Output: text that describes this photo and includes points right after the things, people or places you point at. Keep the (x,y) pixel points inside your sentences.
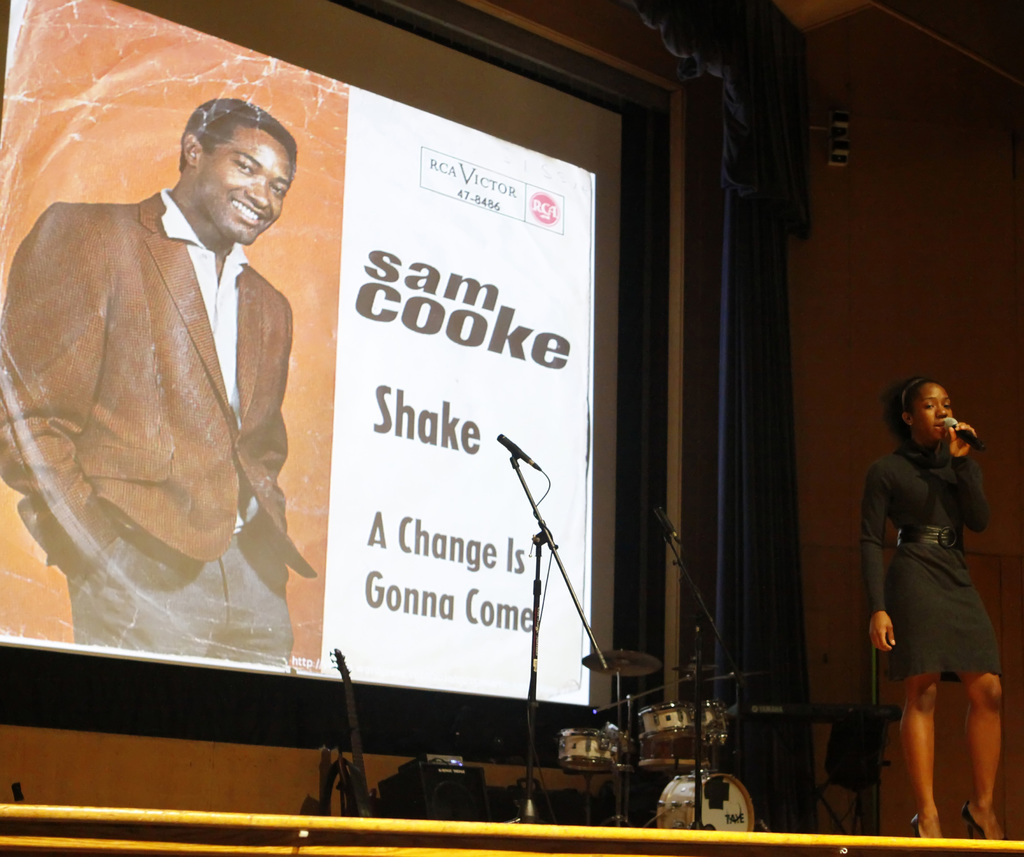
In the image we can see there is a woman (937,527) who is holding a mike (977,444) in her hand (958,445) and at the back (324,354) there is a screen (198,345) on which there is a man (257,285) standing.
